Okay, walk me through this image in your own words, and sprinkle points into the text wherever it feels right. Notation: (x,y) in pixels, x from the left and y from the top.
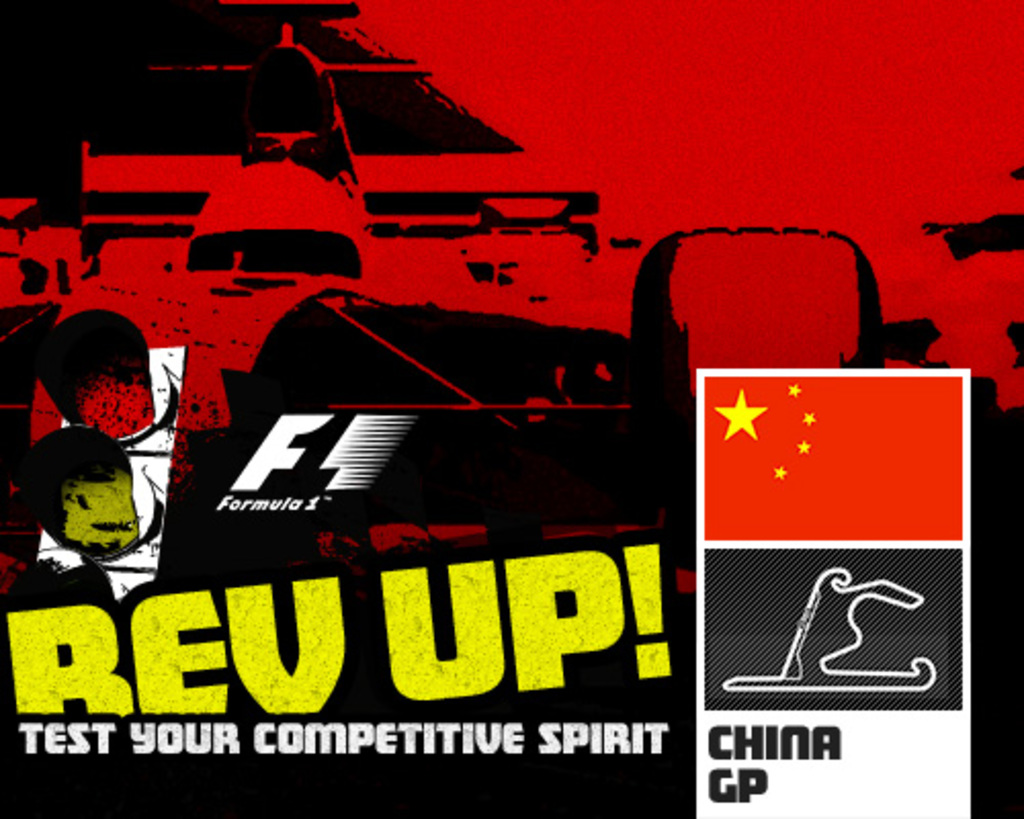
In this image there is a poster (470,414) with some text (150,709) and graphic images (103,513) on it.
